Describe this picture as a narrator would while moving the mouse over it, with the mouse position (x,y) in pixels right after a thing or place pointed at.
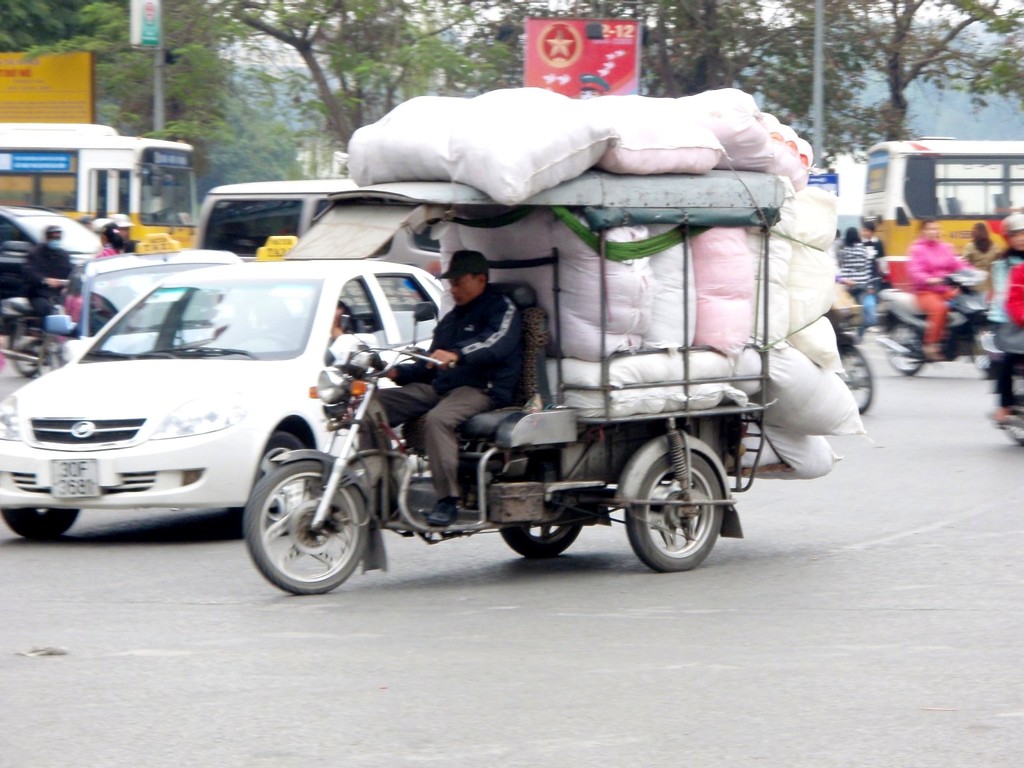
In this image we have a person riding a vehicle (333,213) in which there are group of bags (623,321) in the road (340,734), and at the back ground (941,213) we have some group of people (1004,280) riding bikes (962,307), bus (1003,213), tree (771,42), name board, car (12,448), another group of persons (934,298) riding the bike (41,360) and a pole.
